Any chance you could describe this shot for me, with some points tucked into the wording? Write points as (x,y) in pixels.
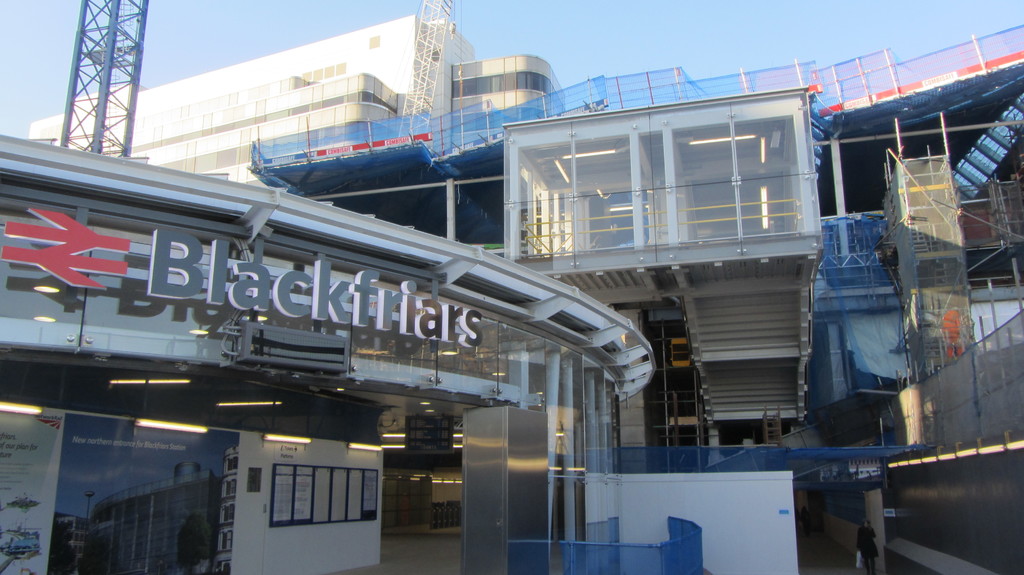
In this image we can see many buildings (423,399). There are few advertising boards (135,471) in the image. There are few objects (188,429) in the image. There is a notice board (343,498) in the image. There are many posters (298,503) on the notice board (328,480) in the image. We can see the sky (284,35) in the image.
